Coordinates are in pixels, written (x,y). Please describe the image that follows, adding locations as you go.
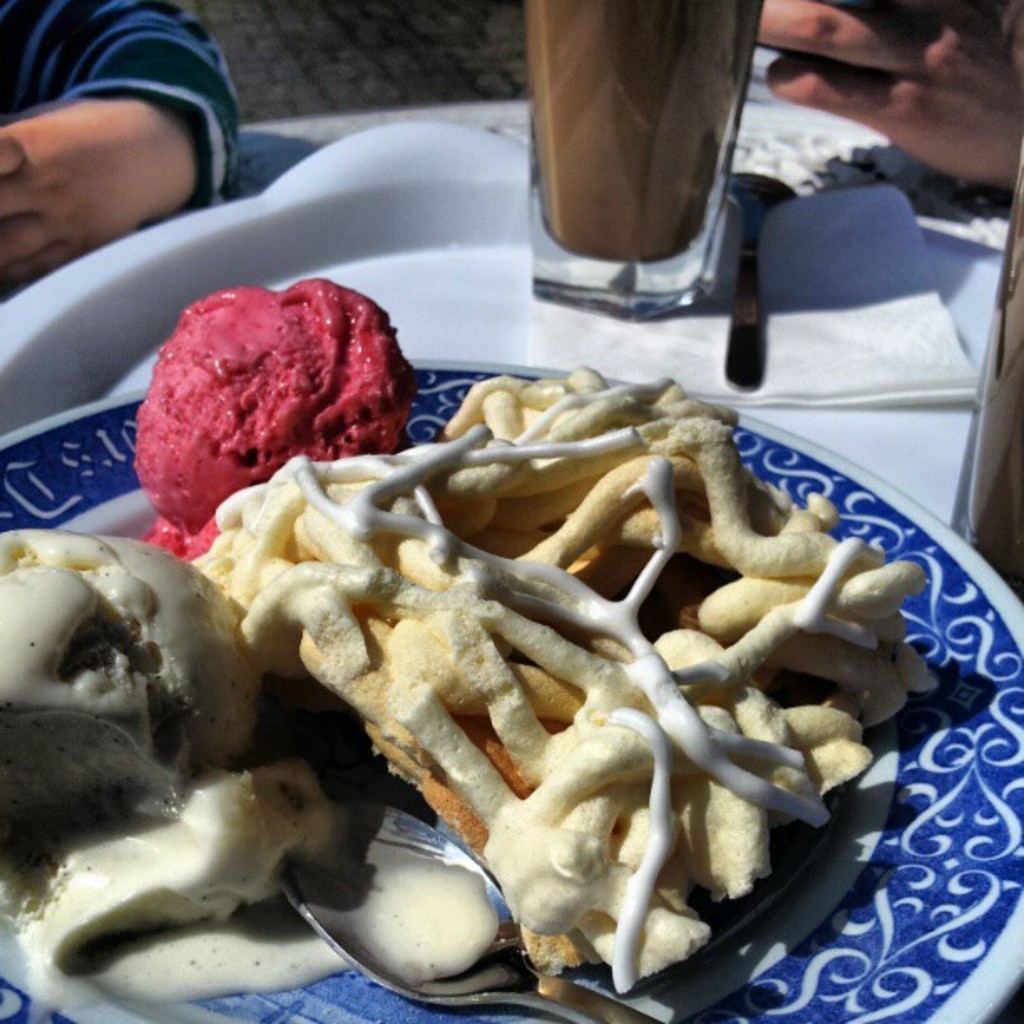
On this table (949,238) there is a spoon (762,348), tissue paper (797,310), glass (657,36), plate (484,379), ice-cream (398,910) and food (481,626). Here we can see people (188,91) hands (905,80).
